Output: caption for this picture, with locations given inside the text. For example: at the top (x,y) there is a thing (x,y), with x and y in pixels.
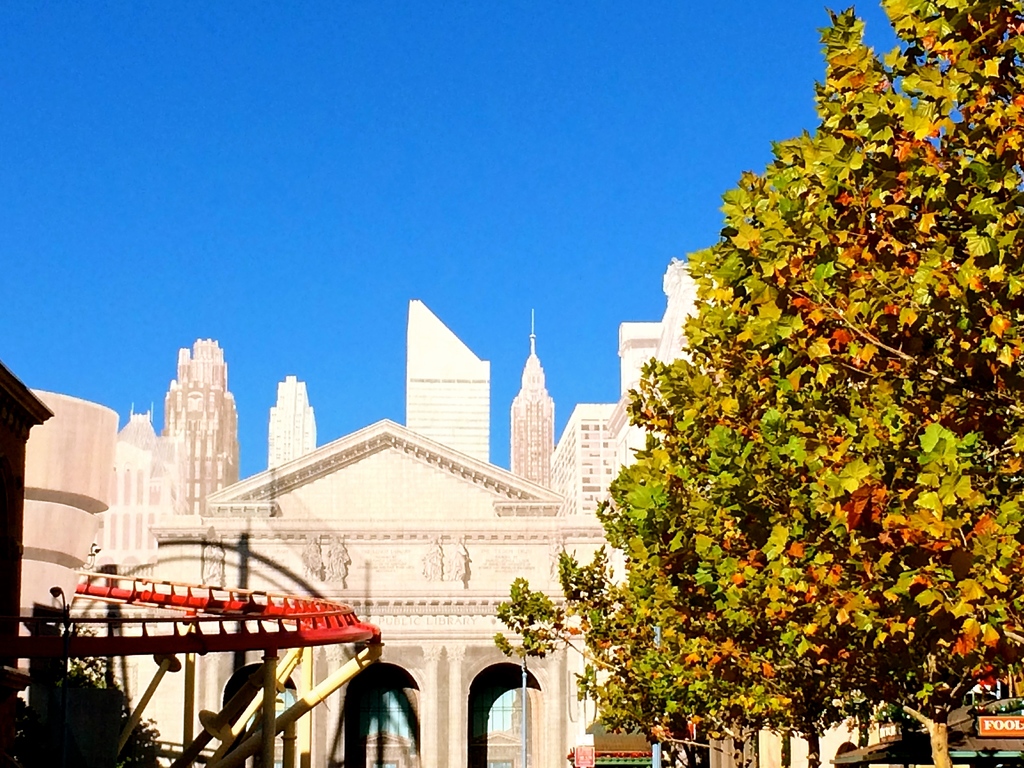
In this image I can see few trees (761,724), few buildings (606,440), the sky (562,188) and over here I can see something is written.
